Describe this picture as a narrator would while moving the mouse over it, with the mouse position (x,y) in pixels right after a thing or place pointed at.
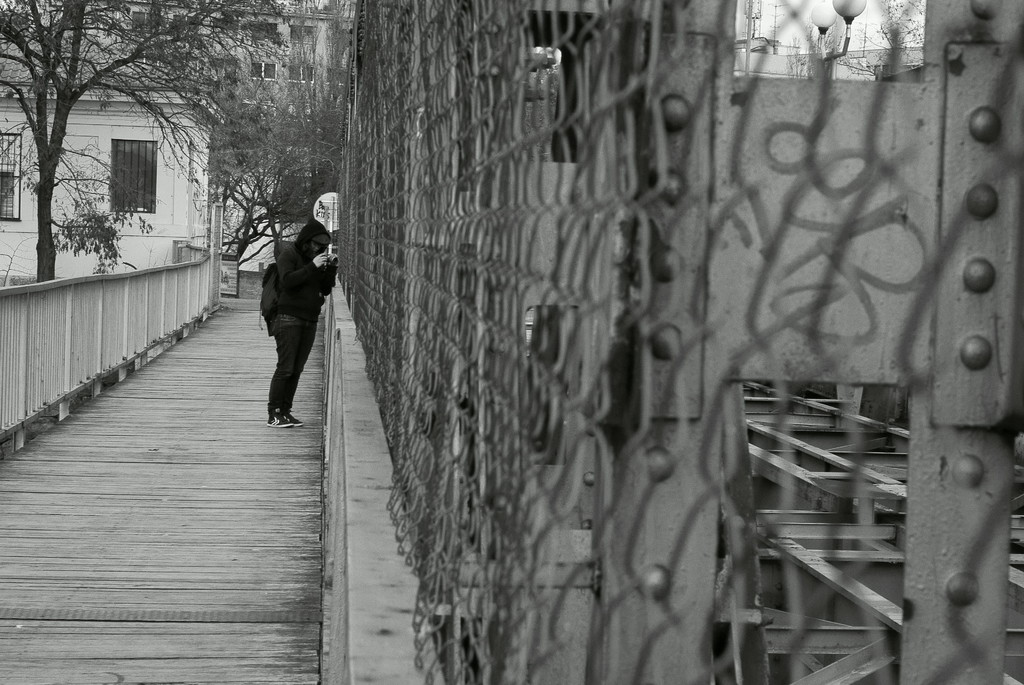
In the foreground of this black and white image, on the right (740,581), there is fencing (421,419). On the left (152,301), there is railing (85,335), few trees (231,140), building (282,59) and a person (325,244) holding a camera (330,264) is standing on the path (263,497).
